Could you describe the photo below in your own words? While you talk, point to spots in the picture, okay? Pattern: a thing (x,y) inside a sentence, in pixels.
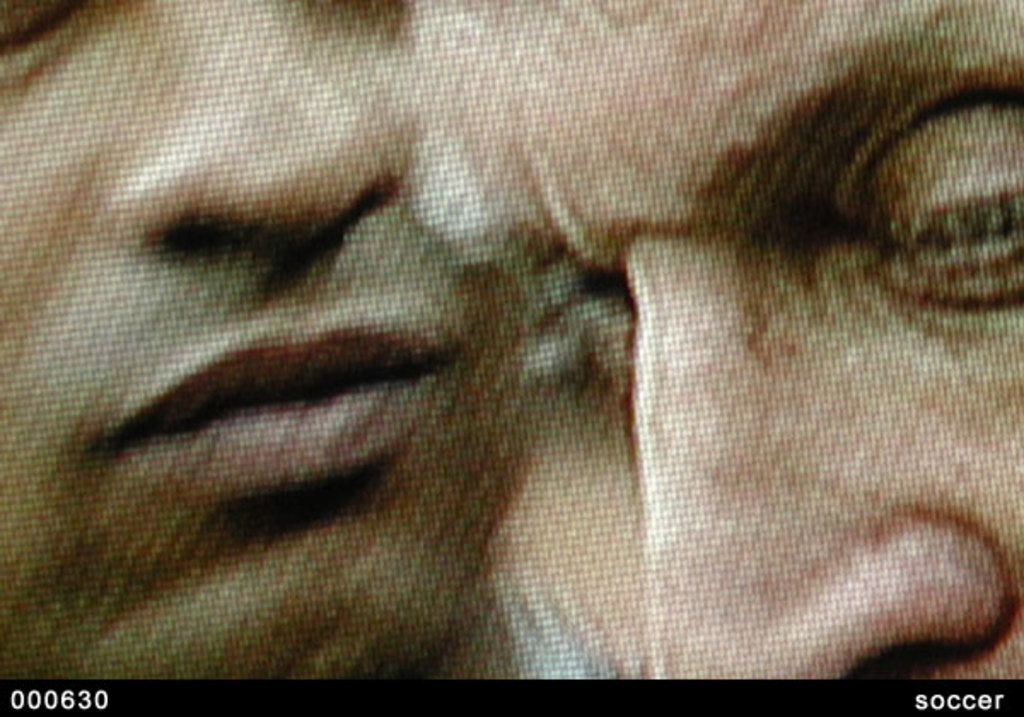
In this image, we can see a picture (973,529), in that picture (410,601) we can see two faces (958,669), at the right side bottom we can see SOCCER.
